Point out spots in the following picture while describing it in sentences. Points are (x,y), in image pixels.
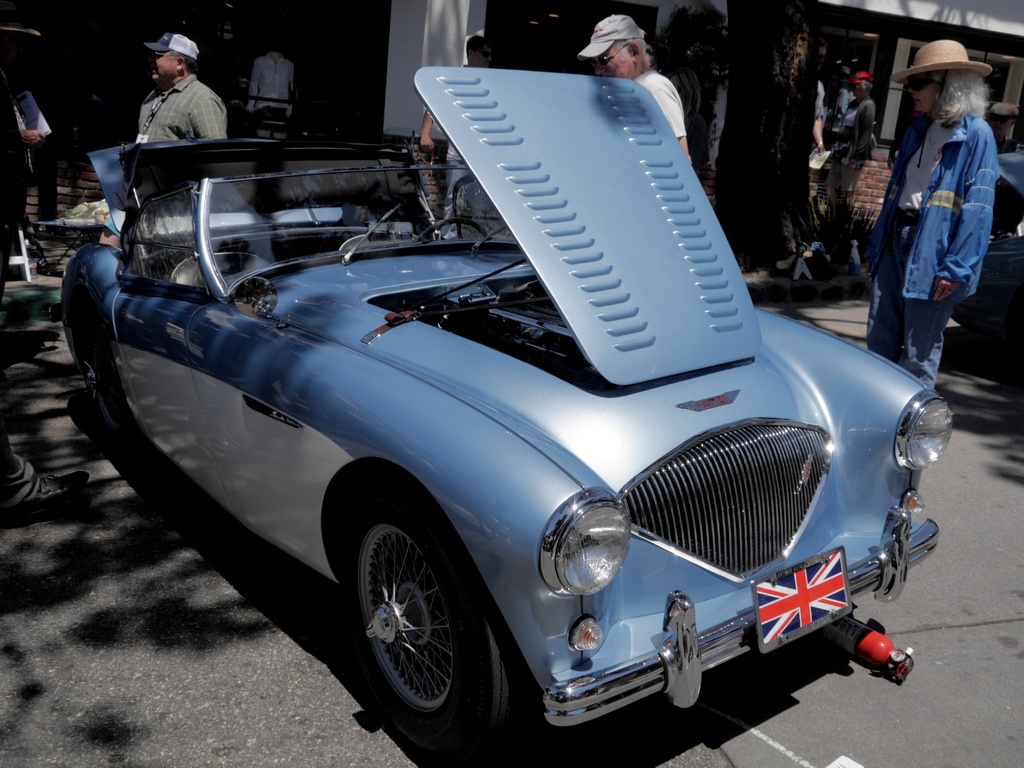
In the image there is a car (382,518) with open hood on the road (223,754) and people (926,289) walking on either side of it on the road (903,629) and behind it there is a building (849,47).
